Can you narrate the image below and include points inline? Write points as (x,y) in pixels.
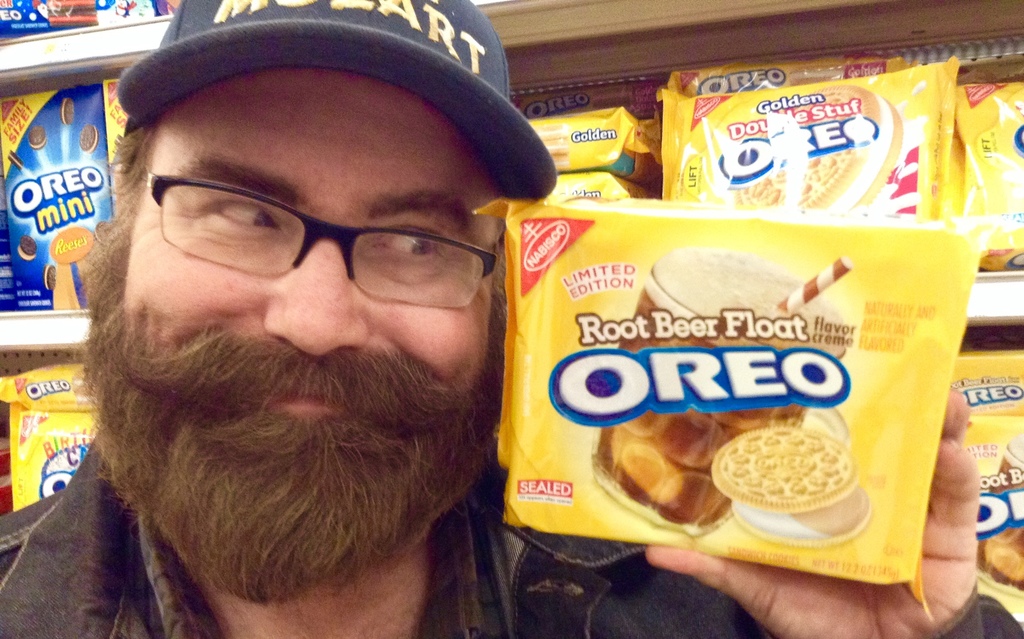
In this image I can see the person (255,495) wearing the black color dress (125,540), specs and cap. The person (456,434) holding the Oreo packet (703,412). In the background (724,101) I can see the rack (799,205) with many food items (72,102).
